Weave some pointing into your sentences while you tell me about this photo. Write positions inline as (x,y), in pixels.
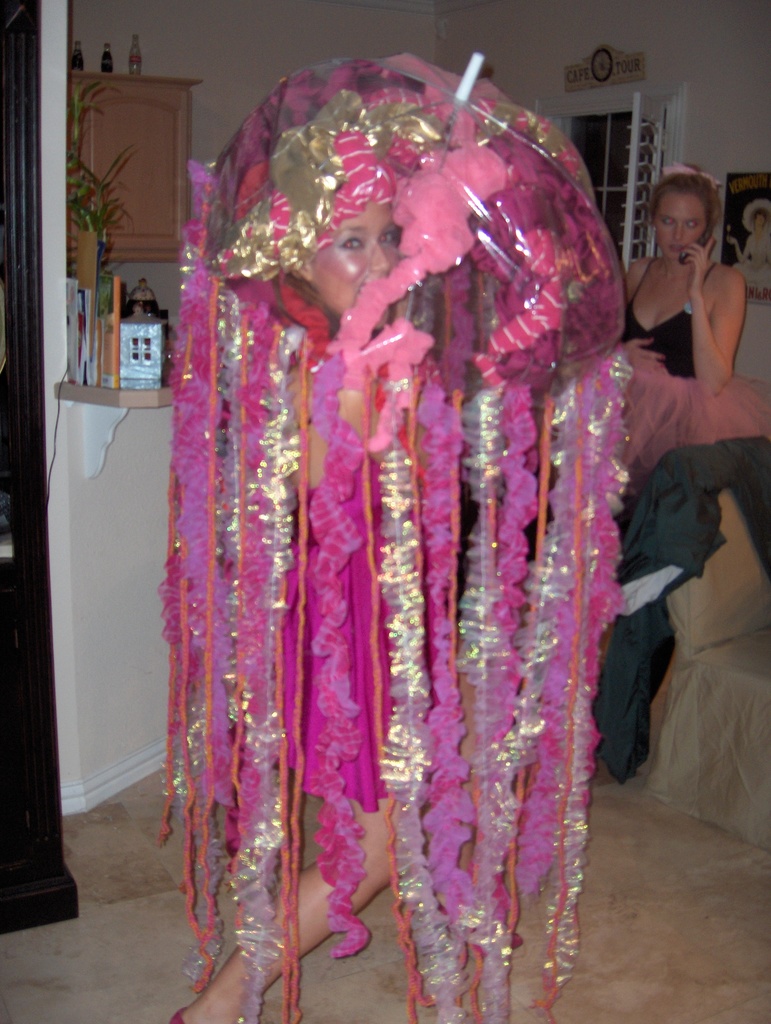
In the image there is a lady (343,560) with jellyfish costume (435,420) is standing. On the left side of the image (17,294) there is a pillar (25,887). Beside the pillar (40,217) on the wall (75,643) there is a wooden object (97,385) with few items (125,323) on it. And also there is a cupboard (116,96) with bottles (102,65) on it. On the right side of the image (688,573) there is a chair (694,646) with cloth (697,505). Behind the chair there is a lady (702,310) standing and holding an object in her hand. Behind her there is a wall (704,65) with poster (732,197) and a window (630,197). At the top of the window (649,141) there is an object (585,82) on the wall (553,65).
